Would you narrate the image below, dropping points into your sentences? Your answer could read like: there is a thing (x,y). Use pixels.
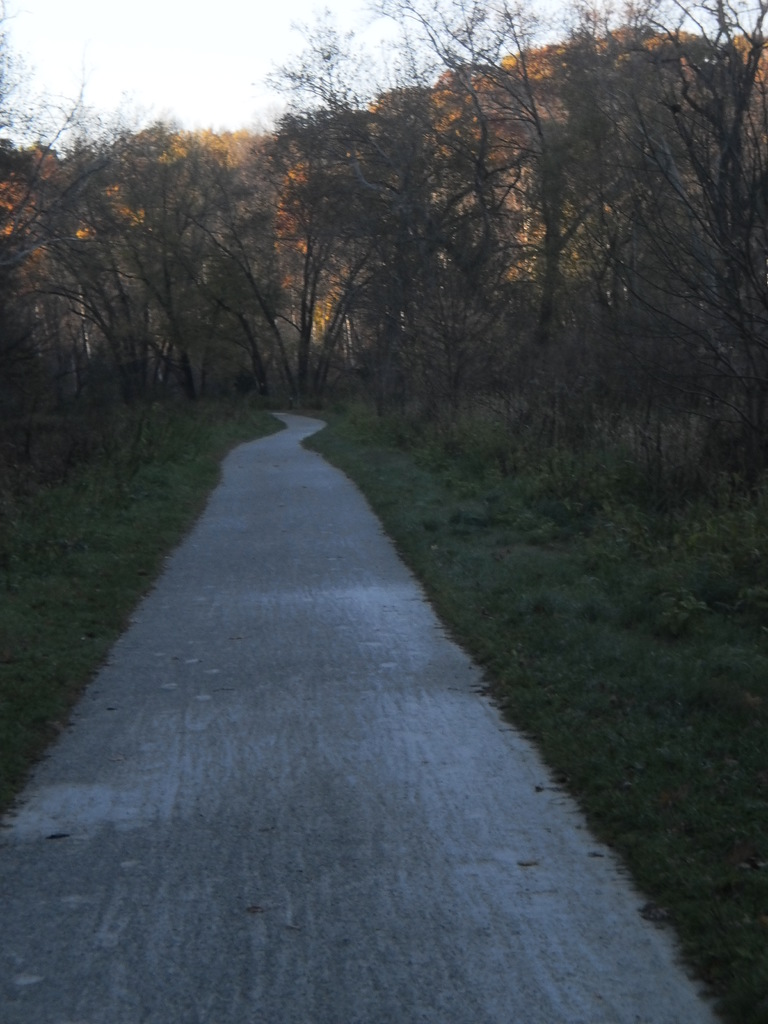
In this image there is the sky (264,47), there are trees (589,119) truncated towards the right of the image (643,192), there are trees (75,240) truncated towards the left of the image (116,226), there are plants (581,466), there is grass (596,638) truncated towards the bottom of the image (701,834).
